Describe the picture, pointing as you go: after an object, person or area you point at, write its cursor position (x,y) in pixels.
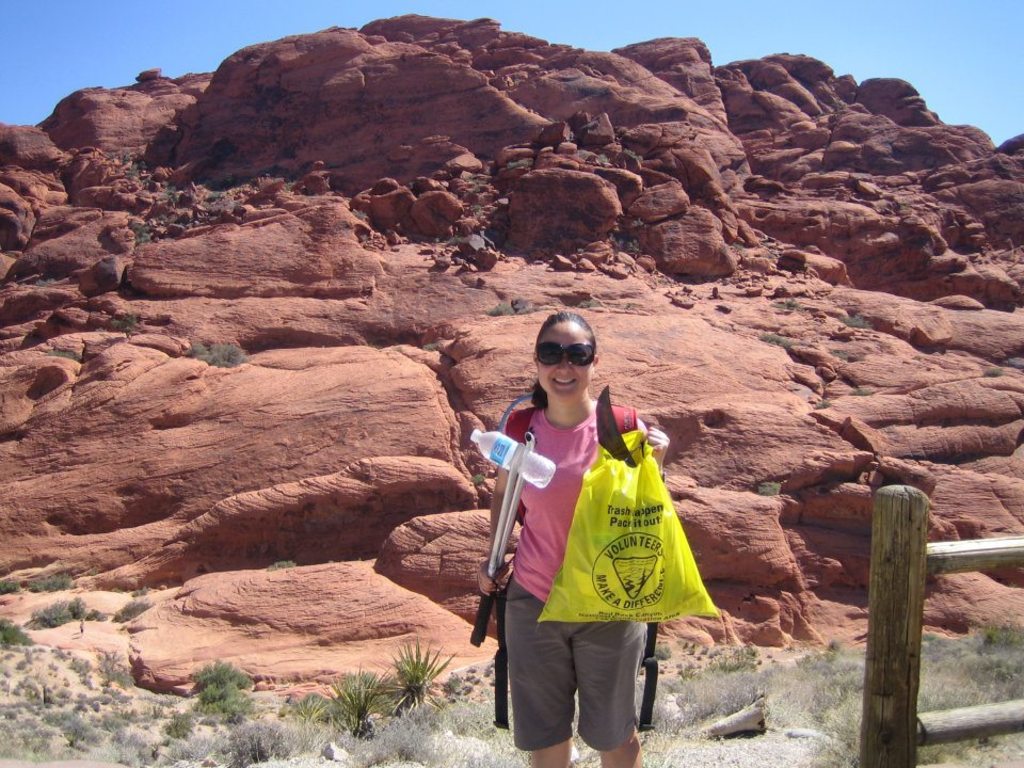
The picture is clicked outside. In the foreground (558,509) we can see a woman (567,441) wearing t-shirt (545,495), holding some objects (593,504), smiling and standing on the ground (845,644). In the right corner (887,562) we can see the wooden object (961,548) and we can see the grass (841,698), rocks (291,245) and some other items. In the background (531,18) we can see the sky (185,22).
